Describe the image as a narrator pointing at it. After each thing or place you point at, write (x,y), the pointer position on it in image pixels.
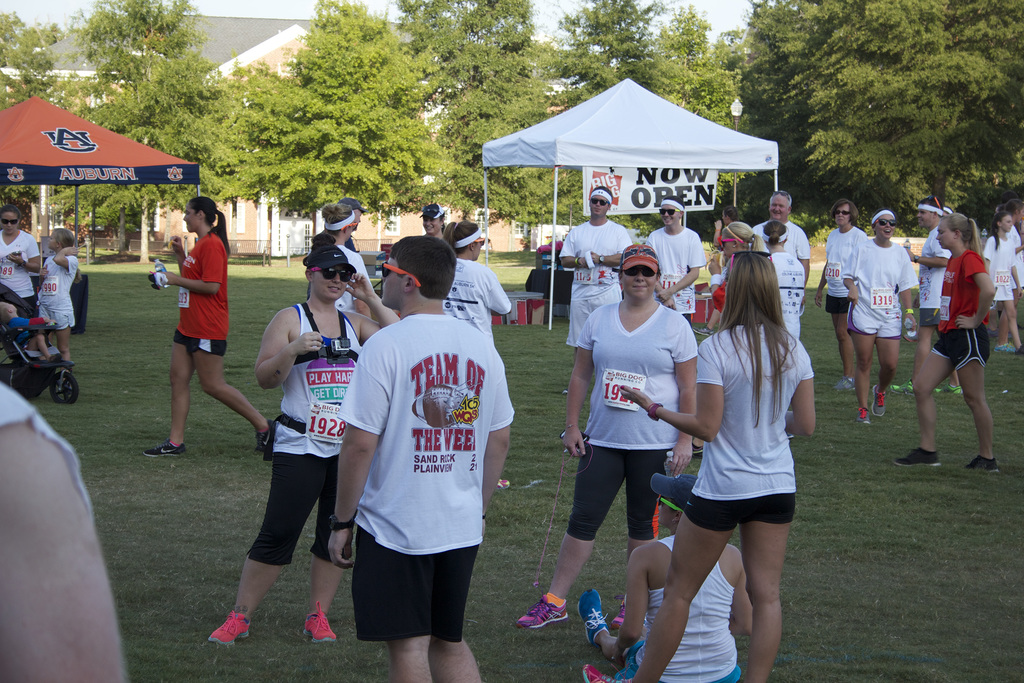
In the image there are many people (607,341) standing on the ground (111,270) in the foreground (747,254), behind them there are two tents (599,157) and in the background (314,83) there are trees (736,90), behind the trees (288,131) there is a house (296,242).
